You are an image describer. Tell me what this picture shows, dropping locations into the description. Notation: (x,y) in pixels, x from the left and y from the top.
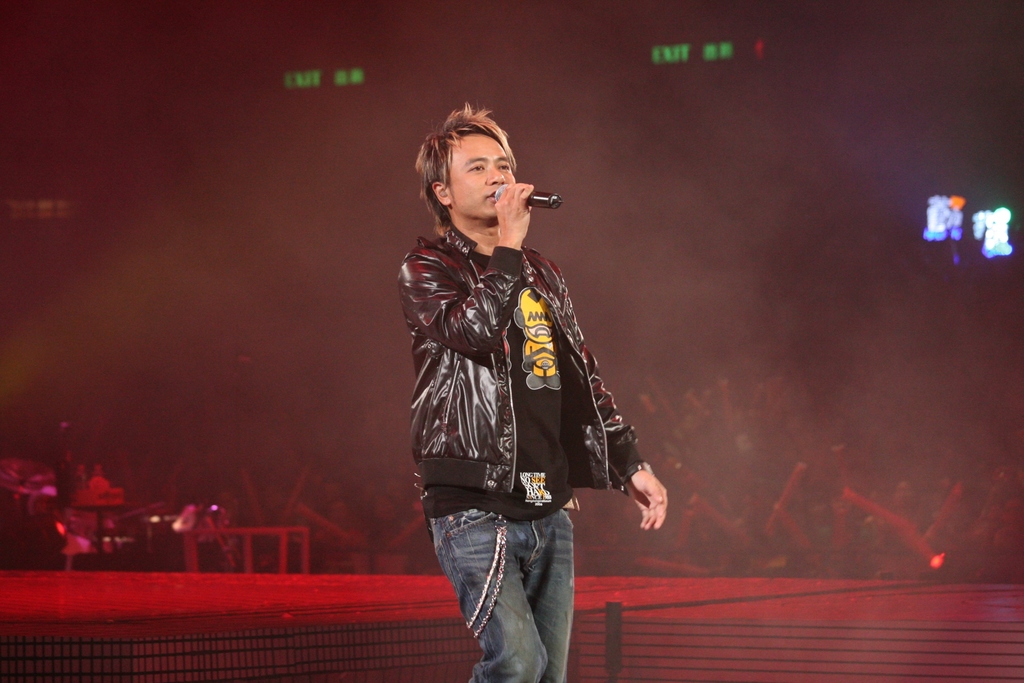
There is a man (534,443) in motion and wore black jacket (497,274) and holding a microphone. In the background (871,463) it is dark.
